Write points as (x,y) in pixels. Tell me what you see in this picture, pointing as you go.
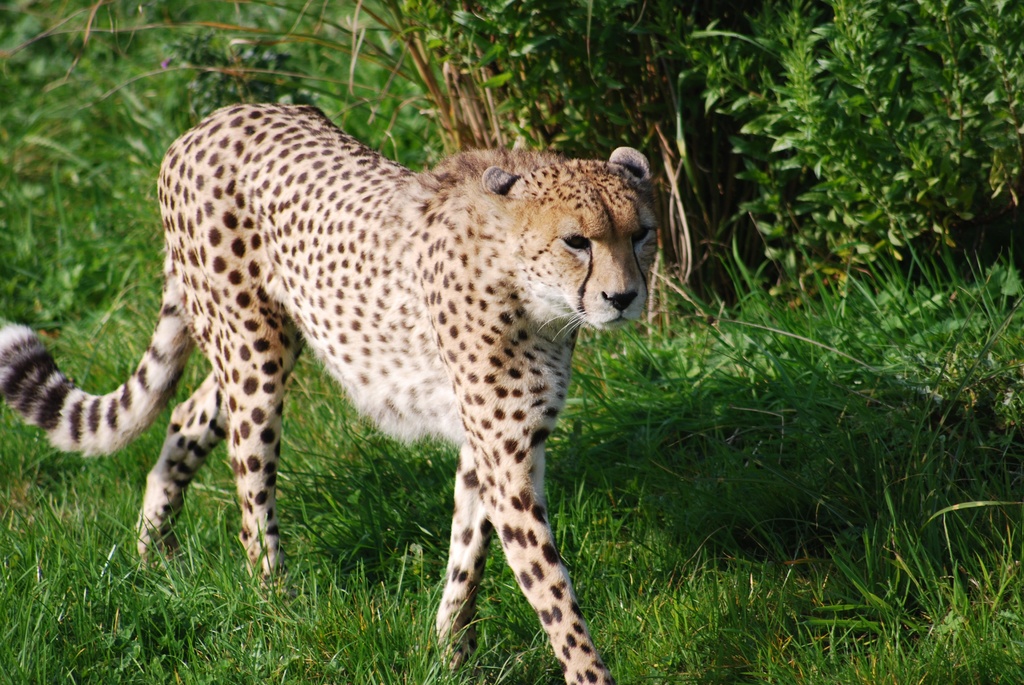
In this image there is a cheetah (356,351) walking on the ground (679,584). There is grass (735,409) on the ground (325,464). Behind the cheetah (313,165) there are plants (600,49) on the ground (308,594).
